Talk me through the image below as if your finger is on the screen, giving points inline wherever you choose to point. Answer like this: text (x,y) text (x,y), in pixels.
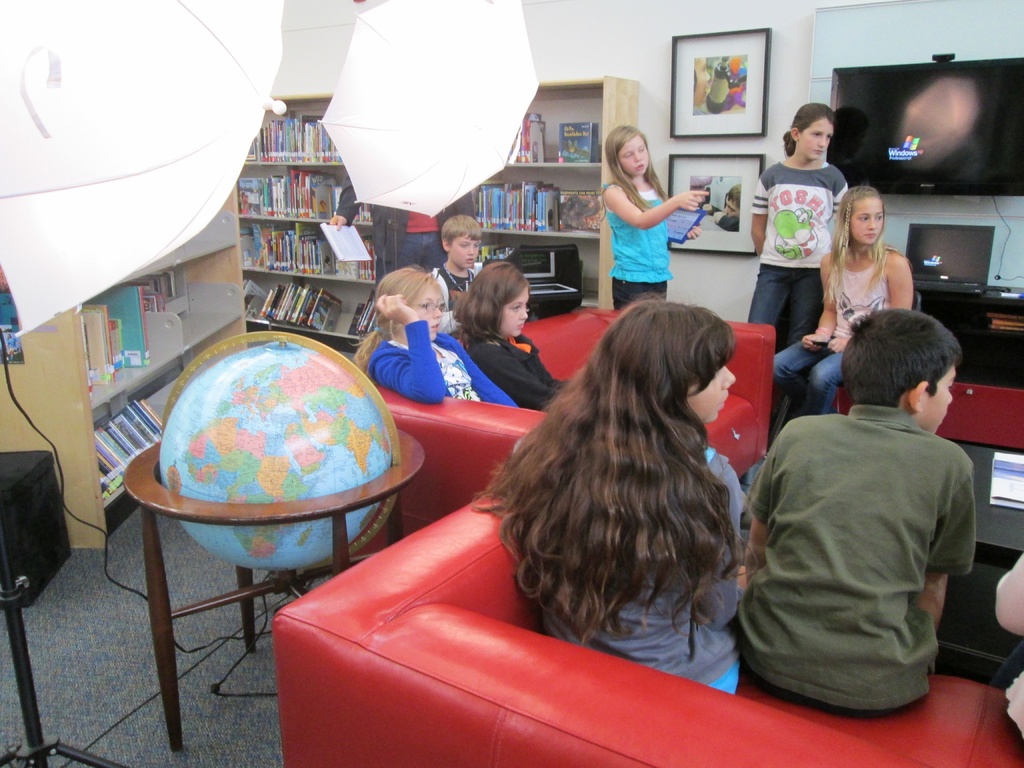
In this image there are a few kids (758,536) seated on a sofa chair (453,403), behind the kids (669,538) there is a globe (235,387) and there are few books (333,205) on the shelves (181,316), in front of the kids (636,307) there are a few other kids (638,201) are standing, behind the kids (863,225) there is a television (880,92) wall (930,216) mounted, beneath the television (952,187) there is a laptop (948,273) on the table (953,296) and there are two photo frames (714,196) on the wall (916,216).
